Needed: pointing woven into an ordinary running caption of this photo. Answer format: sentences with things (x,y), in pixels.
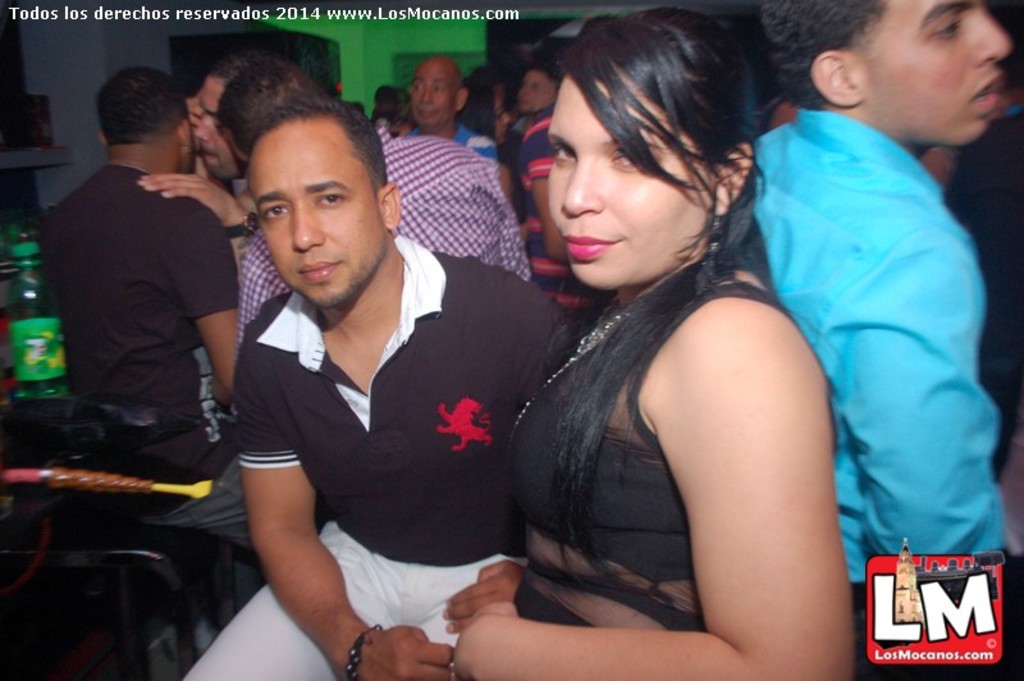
In this picture there is a woman (641,435) who is wearing black dress (636,534). Besides her we can see a man (401,395) who is wearing black t-shirt (420,429) and white trouser (359,598). On the right (953,272) there is another man (961,252) who is wearing blue shirt (850,224). On the background (520,121) we can see group of persons (174,253) are standing. On the left (31,242) there is a bottle (33,348) on the table (42,431). On the top left corner (295,9) and bottom right corner (980,580) there is a watermark (971,560).
